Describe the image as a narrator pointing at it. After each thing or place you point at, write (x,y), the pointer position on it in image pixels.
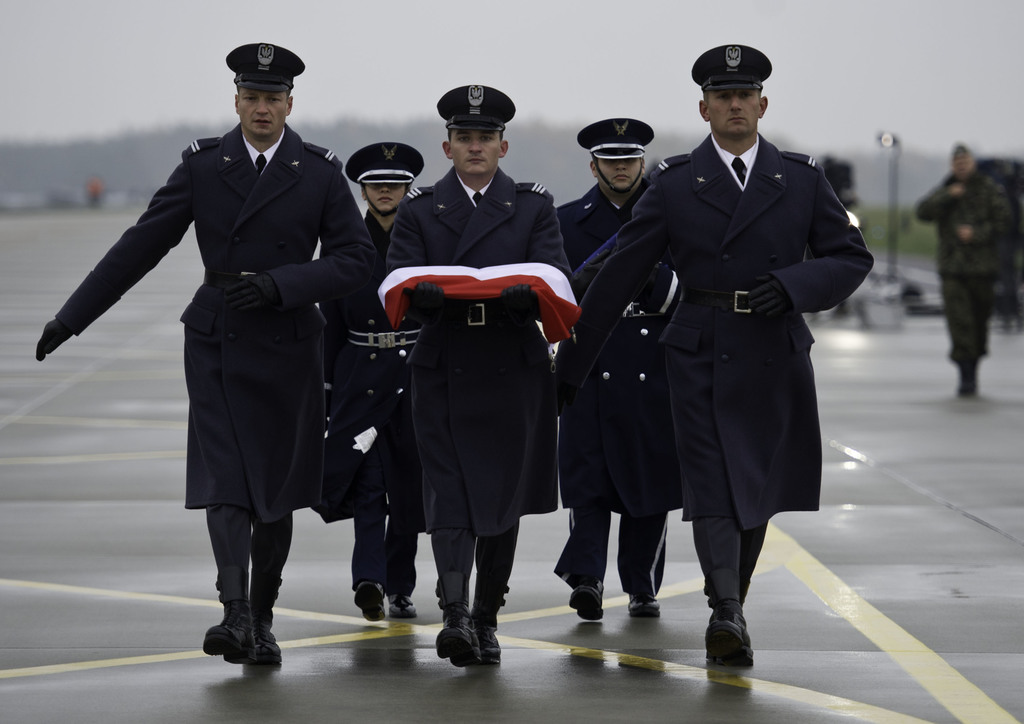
In this image I can see in the middle (452,340) a group of people (452,340) are walking, they are wearing coats (519,382), caps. In the middle (466,251) there is a person (531,251) holding, it looks like a cloth (404,286) in white and orange color. At the top (585,36) there is the sky (586,46).
